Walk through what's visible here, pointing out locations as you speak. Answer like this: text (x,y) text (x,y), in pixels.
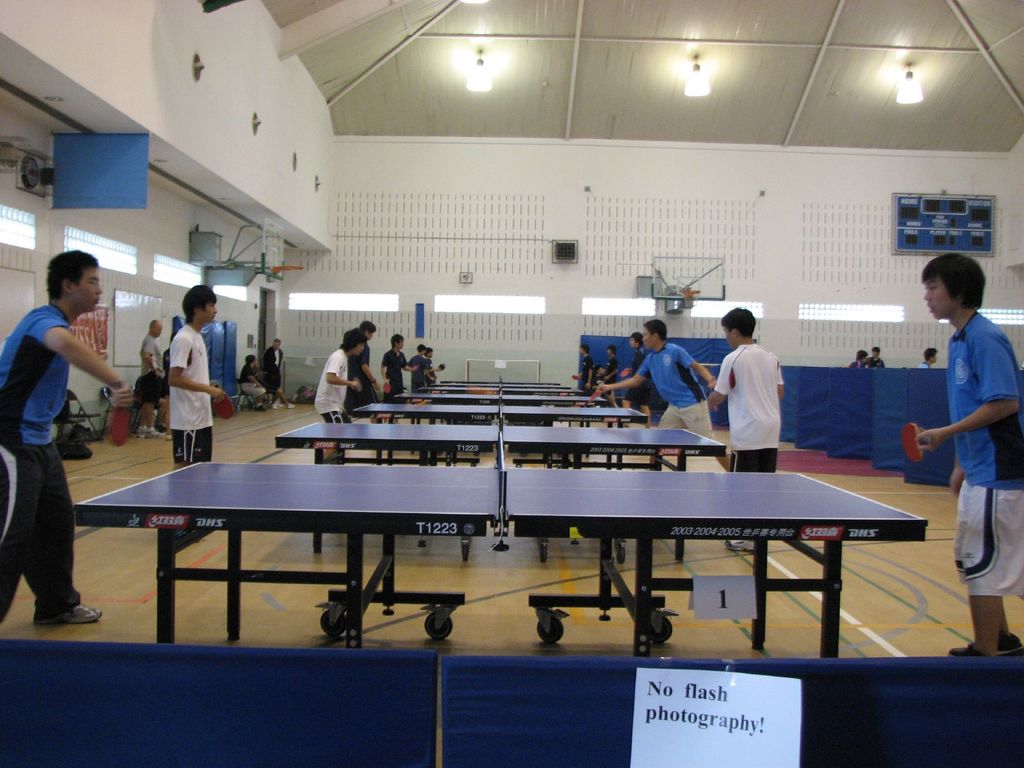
In this image there are group of people (701,410) standing and playing table tennis game near the table tennis board (387,415) and in back ground (906,196) there is timer (924,206) attached to wall (876,204), basketball net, light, board (136,312).
